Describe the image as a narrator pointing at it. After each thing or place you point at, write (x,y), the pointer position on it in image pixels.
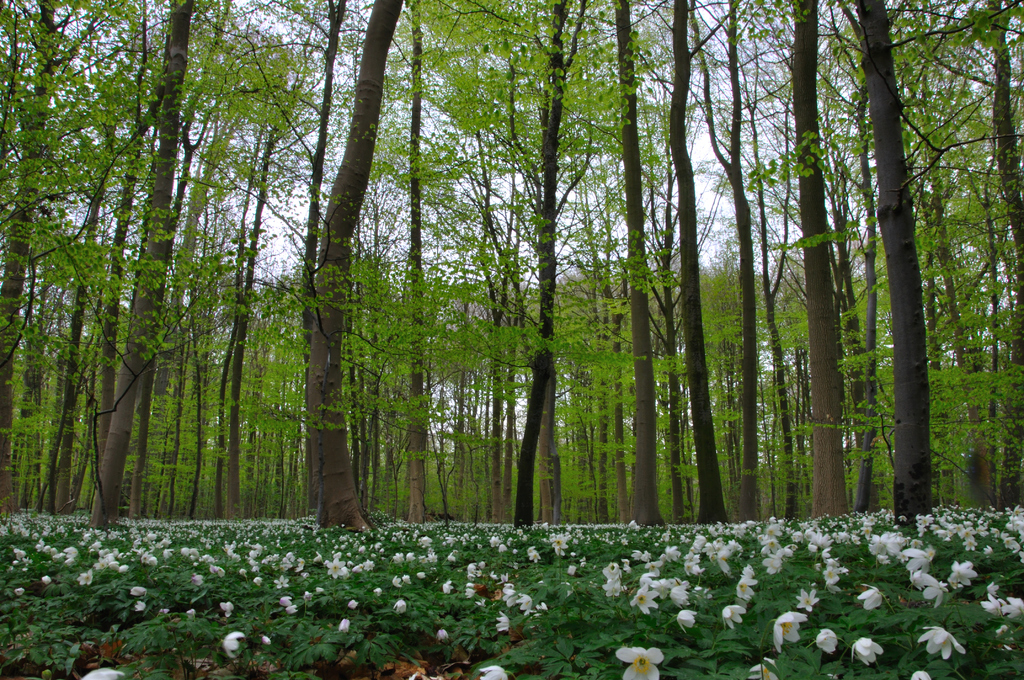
In this picture there are trees (347,176). At the top (497,199) there is sky (700,164). At the bottom (926,641) there are white color flowers (884,516) on the plants (977,614).
